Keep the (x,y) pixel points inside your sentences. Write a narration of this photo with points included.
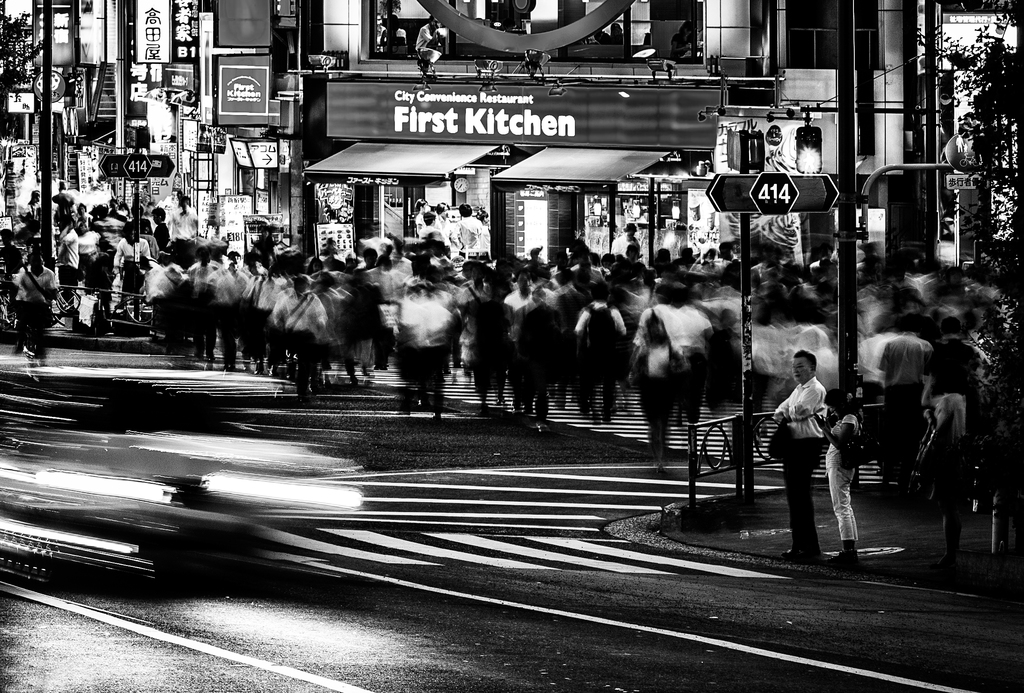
This is the picture of a city (619,369). In this image there are group of people (496,286) walking on the road (397,385). At the back (34,86) there are buildings (32,121) and hoardings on the wall (316,21). On the right side of the image (942,483) there are three persons (835,482) standing on the footpath (966,511) and there are poles (746,481) on the footpath (757,507) and there is a board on the pole (848,166) and there is a tree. At the bottom (394,660) there is a road (408,655).
